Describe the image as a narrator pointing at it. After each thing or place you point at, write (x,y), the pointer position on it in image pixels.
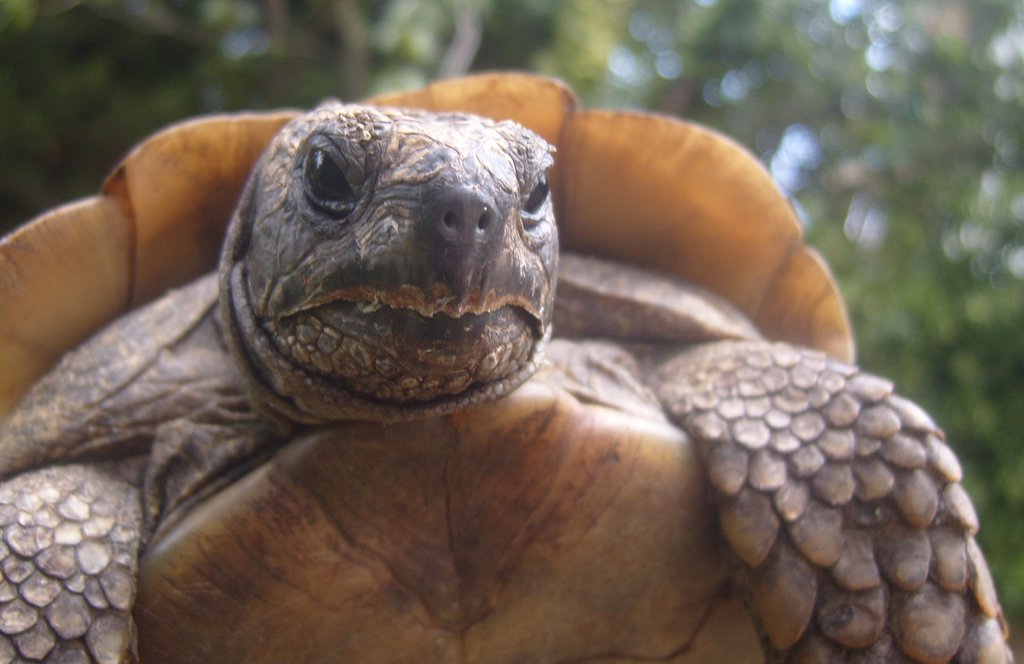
In this image in the foreground (398,458) there is one turtle (710,396), and in the background (819,117) there are some trees (574,72).
